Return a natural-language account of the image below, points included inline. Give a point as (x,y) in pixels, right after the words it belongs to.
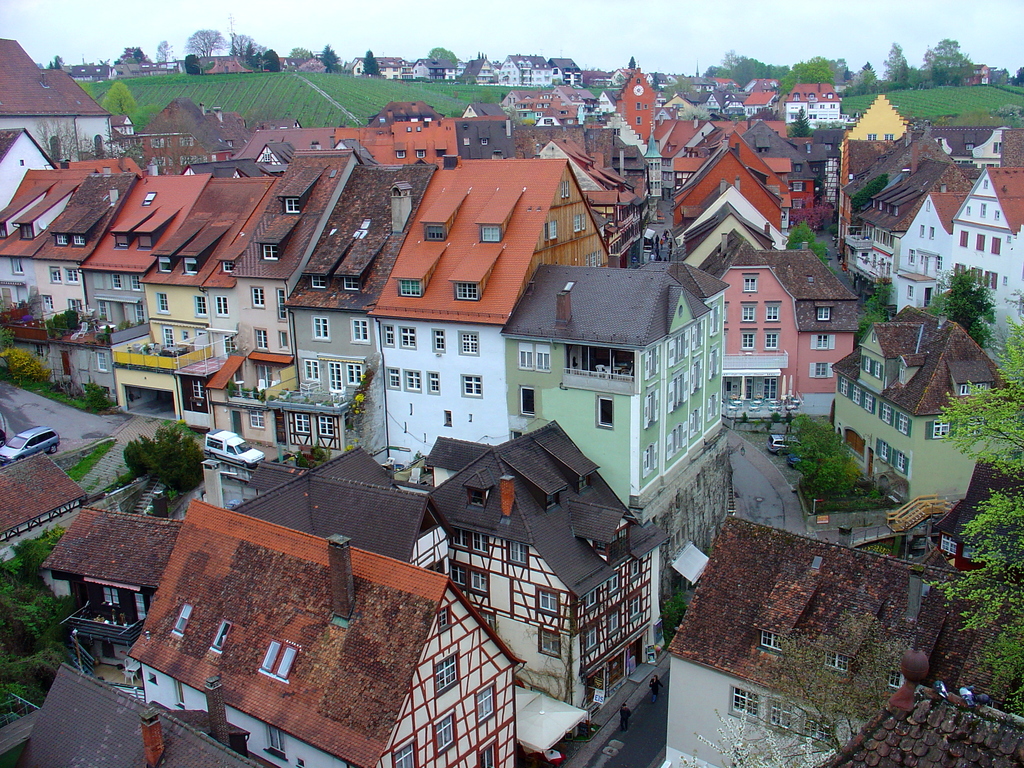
In this image we can see so many houses (578,90), some roads (757,447), some vehicles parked near to the houses (482,134), two people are walking on the road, some objects (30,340) are on the surface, some trees (841,469), bushes (846,452), plants (962,105) and grass (340,82) on the surface (779,456). There are two birds (976,693) at the top of the house roof (984,709) and at the top (149,52) there is the sky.
